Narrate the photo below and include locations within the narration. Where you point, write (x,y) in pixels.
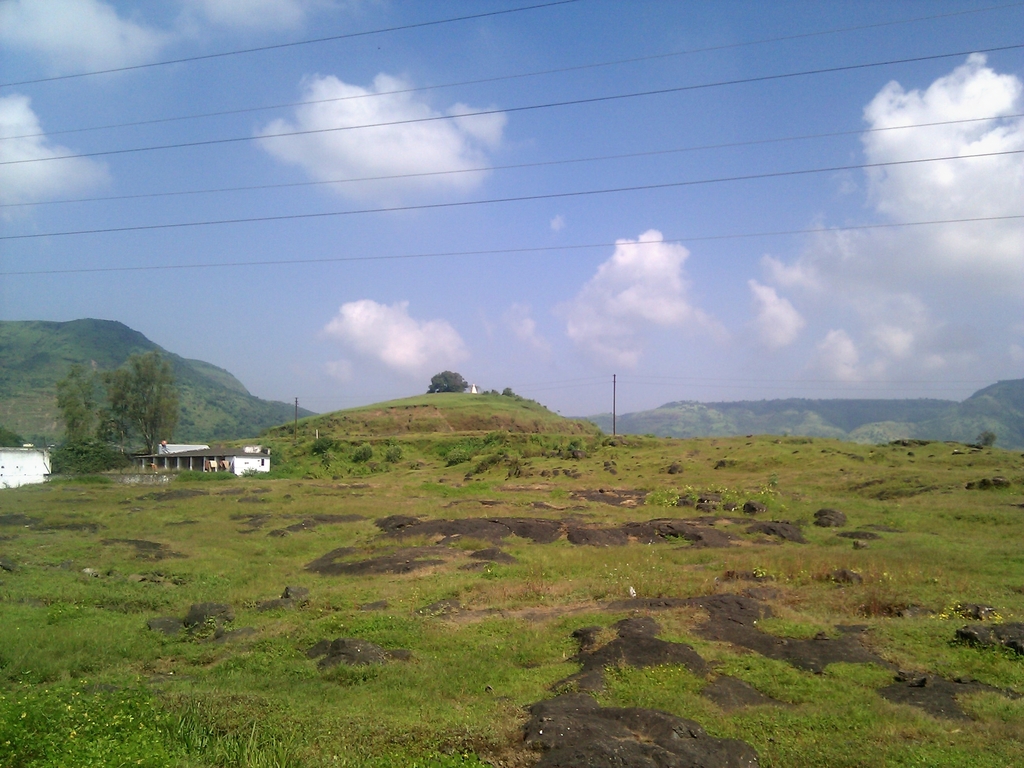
In this picture there is a building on the left side of the image (237,449). At the back (302,435) there are mountains (1012,403), trees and poles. At the top (709,138) there is sky (719,111) and there are clouds (1021,241), wires (712,85). At the bottom (326,676) there is grass (422,682).
